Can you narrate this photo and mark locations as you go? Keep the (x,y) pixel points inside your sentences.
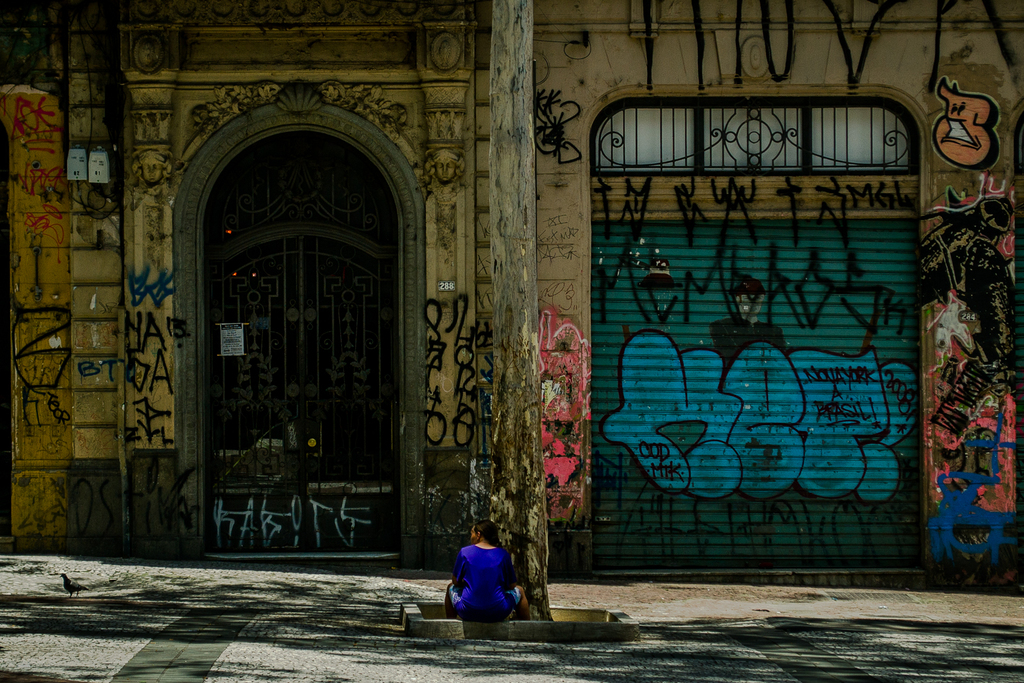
In this image I can see the person (494,602) sitting on the rock (473,628). And the person (469,597) is wearing the blue color dress (478,598). In-front of the person (476,584) I can see the branch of the tree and also the building (291,161) which is colorful.
